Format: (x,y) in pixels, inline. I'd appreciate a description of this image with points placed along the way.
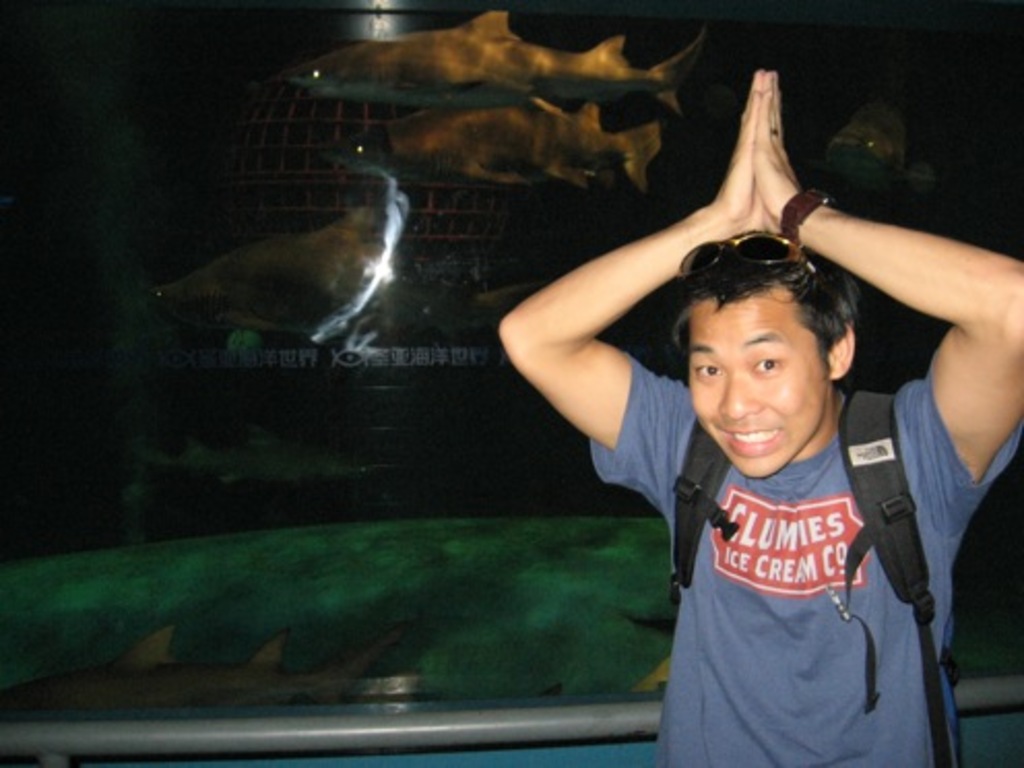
In the image a man (712,732) is standing and smiling. Behind him there is glass (88,279) and there are some fishes (482,71).
